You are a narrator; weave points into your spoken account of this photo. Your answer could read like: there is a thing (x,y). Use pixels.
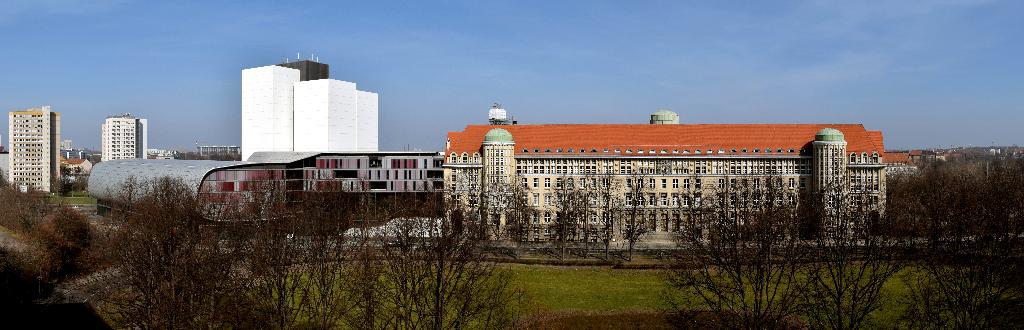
This is the picture of a city (719,201). In this image there are buildings (881,148) and trees (1005,192). At the top (505,54) there is sky (628,67). At the bottom (590,279) there is grass (661,282).
